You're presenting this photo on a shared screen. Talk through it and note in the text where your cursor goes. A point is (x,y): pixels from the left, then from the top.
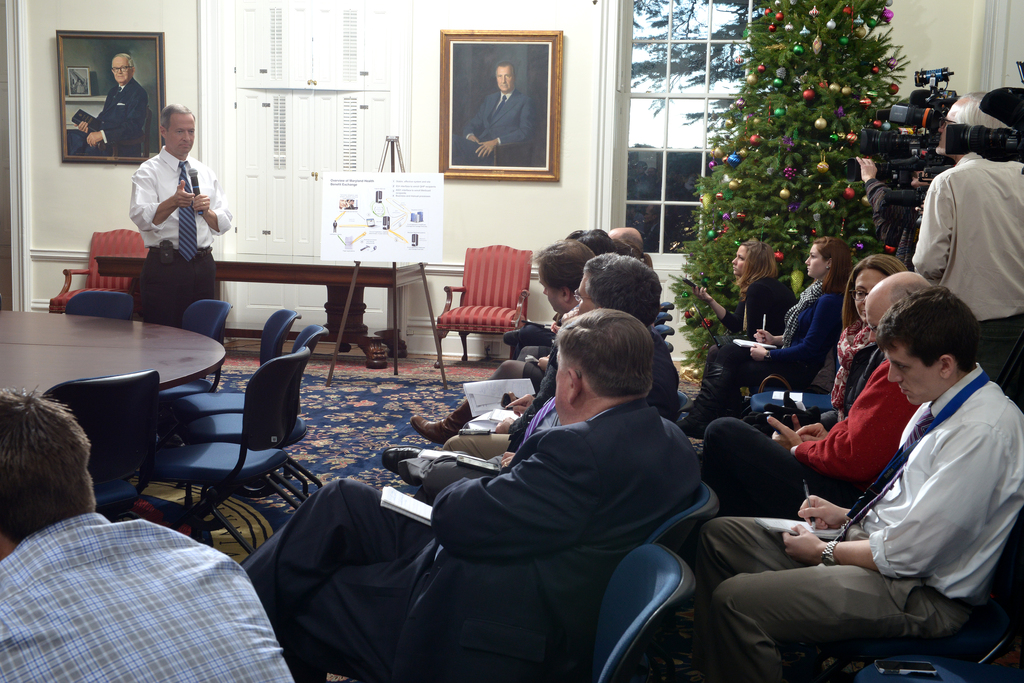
In this picture there are some people (496,575) sitting in the chairs (675,577) and writing something in their notepads (485,393). There is a guy (196,215) Standing and speaking near the table (145,336). In the background (354,235), there is a board (375,215), chart (331,215) and photo frame (493,153) attached to the wall (488,205). We can observe a Christmas tree (747,118) and window (678,135) here.
